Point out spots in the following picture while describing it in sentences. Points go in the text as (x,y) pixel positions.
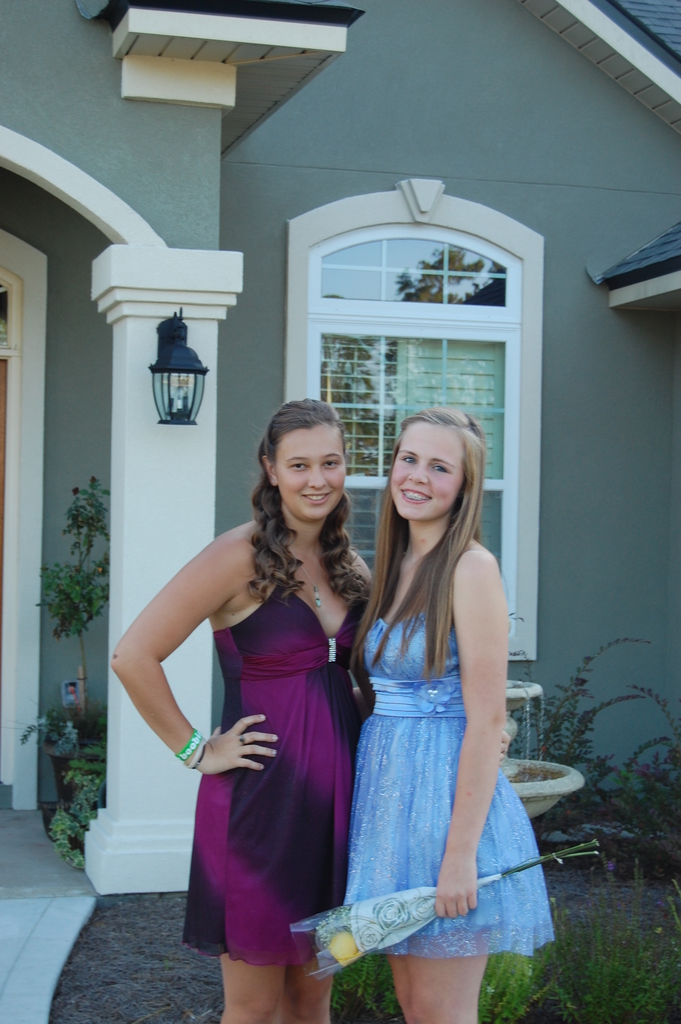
In this image there are two women (305,684) wearing frocks (362,768) and one woman (353,819) is holding a bouquet (387,900). In the background (425,339) we can see a building (395,264), lamp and some plants (625,764).
